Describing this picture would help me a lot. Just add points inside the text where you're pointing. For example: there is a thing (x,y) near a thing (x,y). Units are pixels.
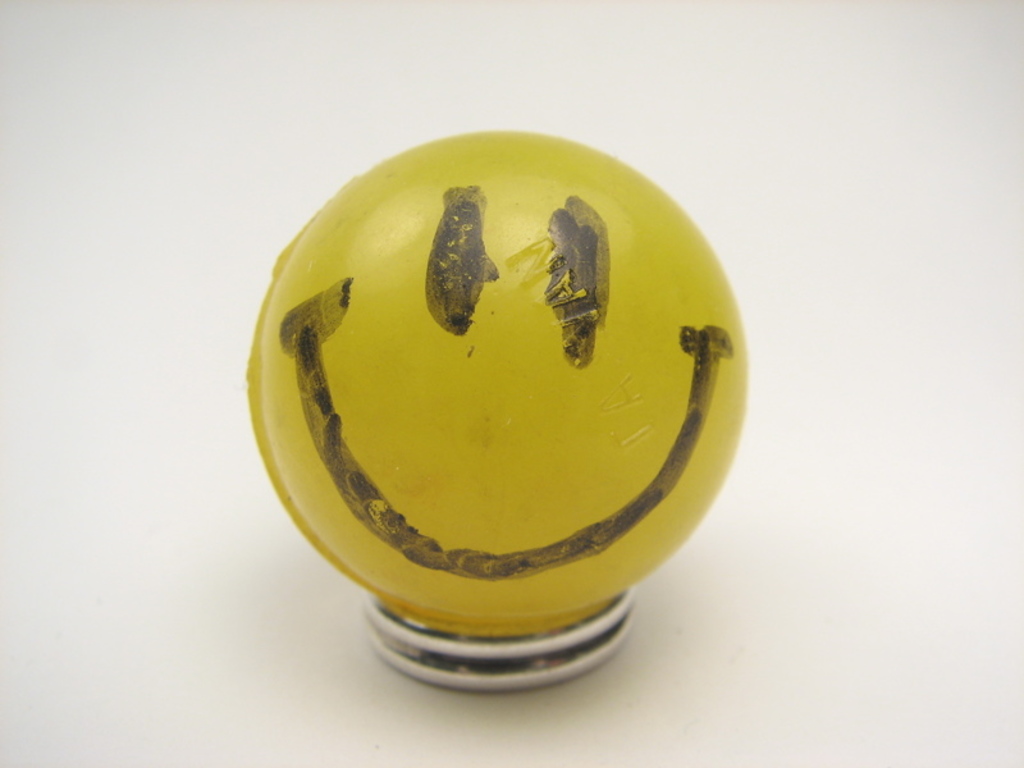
Here we can see a yellow color ball (531,299) with a smiley face symbol (450,253) on it on an object (476,678) on a platform (469,763).
